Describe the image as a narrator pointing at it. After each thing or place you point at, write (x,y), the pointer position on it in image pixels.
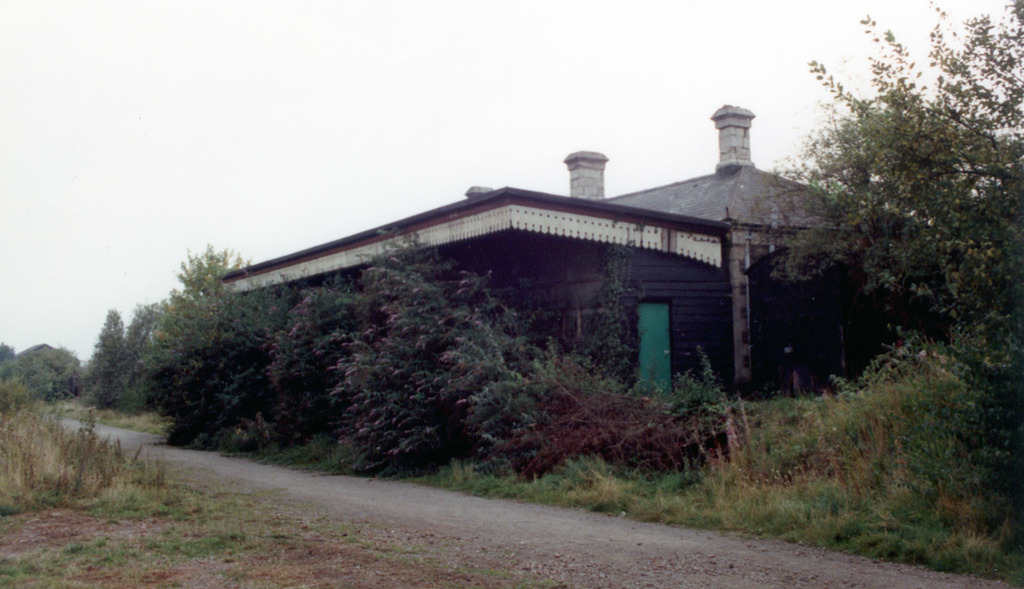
In this image we can see grass (537,494), plants (290,419), house (813,379), door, pillars (732,241), and trees (948,187). In the background (773,14) there is sky (403,106).
